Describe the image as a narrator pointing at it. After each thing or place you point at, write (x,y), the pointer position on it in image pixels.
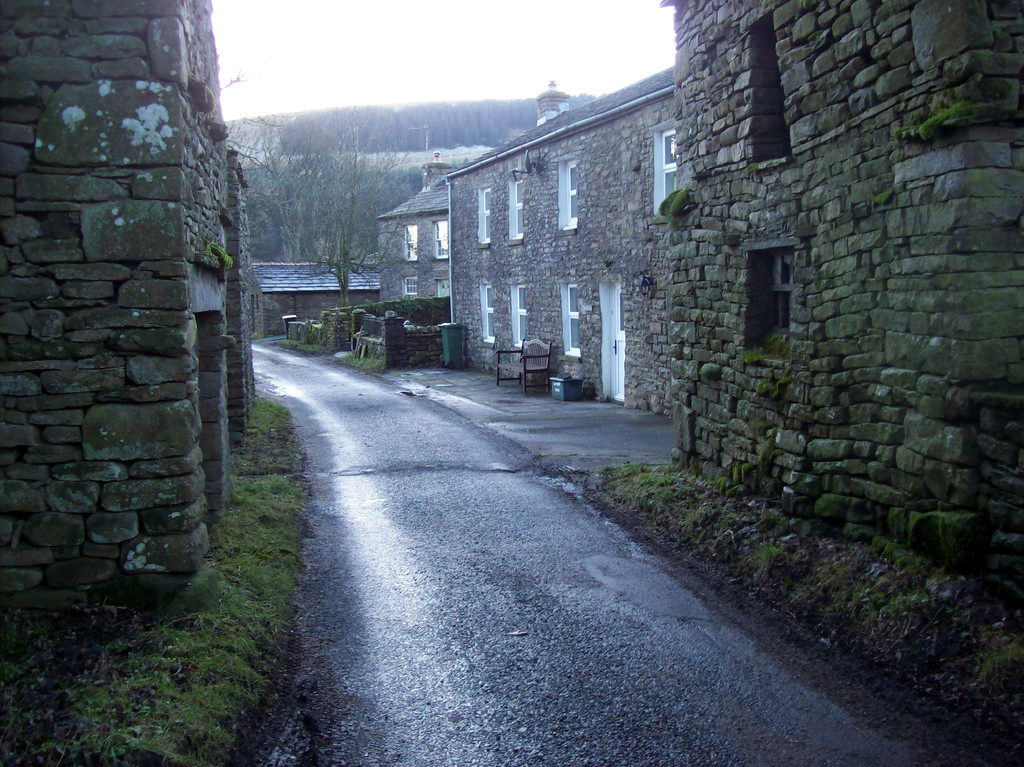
In this image we can see a road (304,380) and some houses (679,297) at the side of the road (412,441), there is a chair (537,345) and a trash bin (461,360) in front of the house (491,354), in the background (347,274) there are some trees (360,185), mountains (402,142) and a sky (435,53).
